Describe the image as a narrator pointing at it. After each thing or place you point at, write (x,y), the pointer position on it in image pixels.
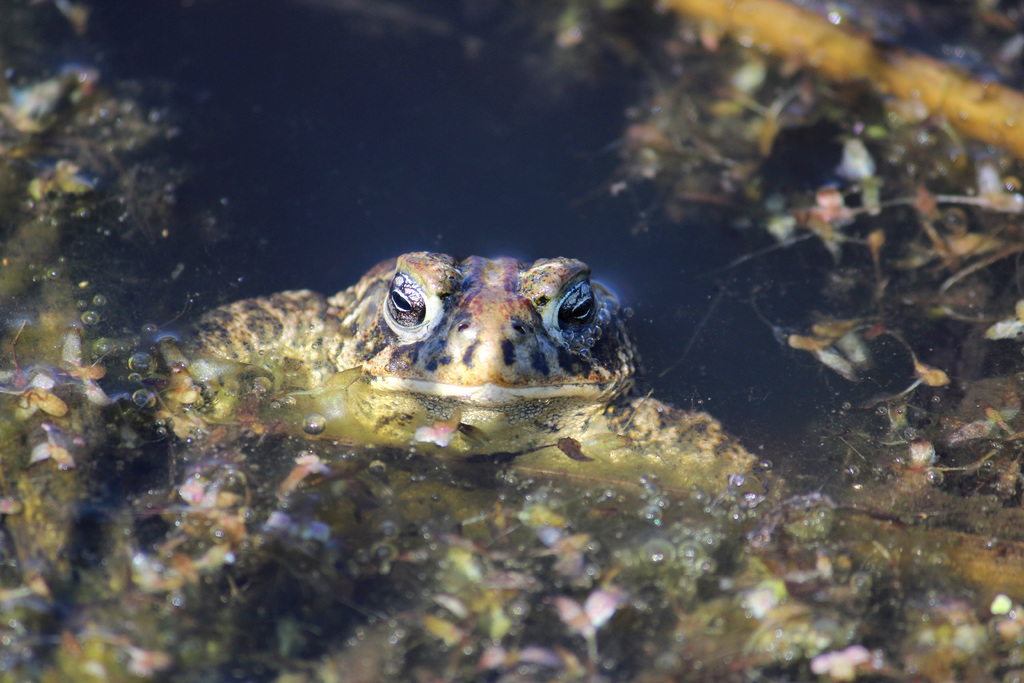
In this image I can see the frog (475,322) is in the water (471,489). I can see few dry leaves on the water (886,445).
